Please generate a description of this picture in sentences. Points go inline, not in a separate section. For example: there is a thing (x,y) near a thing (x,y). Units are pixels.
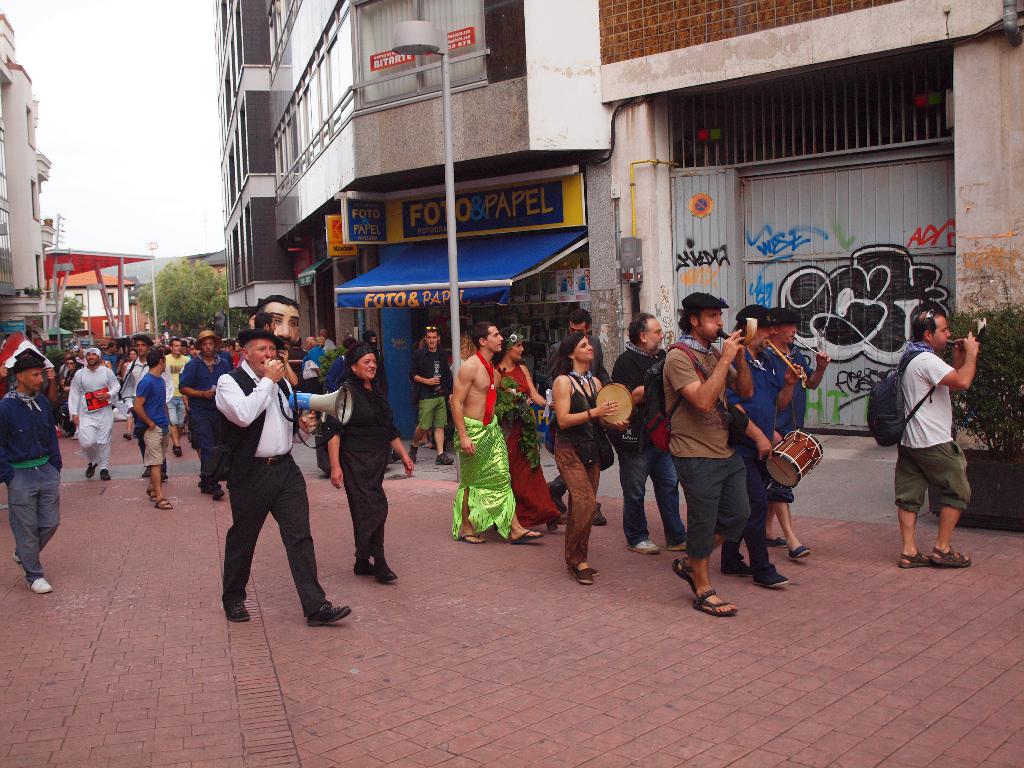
In this picture there are group of people (488,403) playing musical instruments (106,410). There is a person (879,414) wearing bag (894,419). There is another person (264,428) holding loudspeaker (311,408) in his hand (306,424). There are buildings (230,116) to the right (858,402) and left. There is a tree (200,293), street light (452,259).
